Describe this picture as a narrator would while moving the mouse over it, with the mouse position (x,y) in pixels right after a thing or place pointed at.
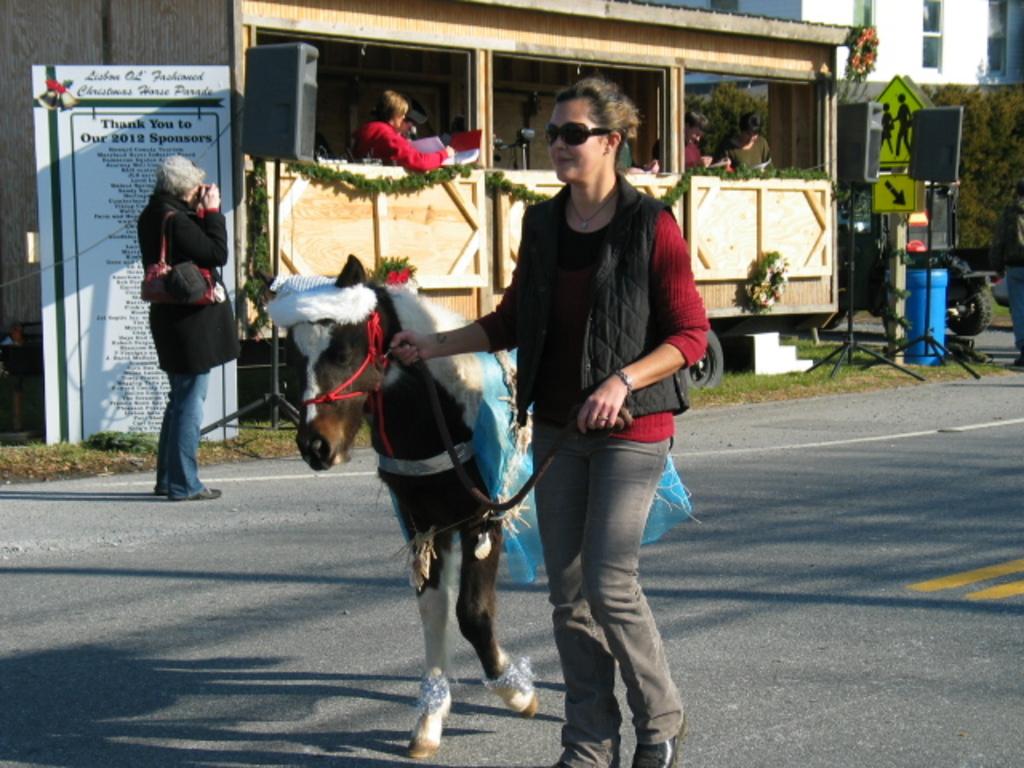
This is an outside view. Here I can see a woman (560,485) and a horse (473,457) are walking on the road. On the left side (211,220) there is a person (196,238) standing and wearing a bag (180,263). In the background (820,116) I can see a building (806,113) and a vehicle (863,187).
